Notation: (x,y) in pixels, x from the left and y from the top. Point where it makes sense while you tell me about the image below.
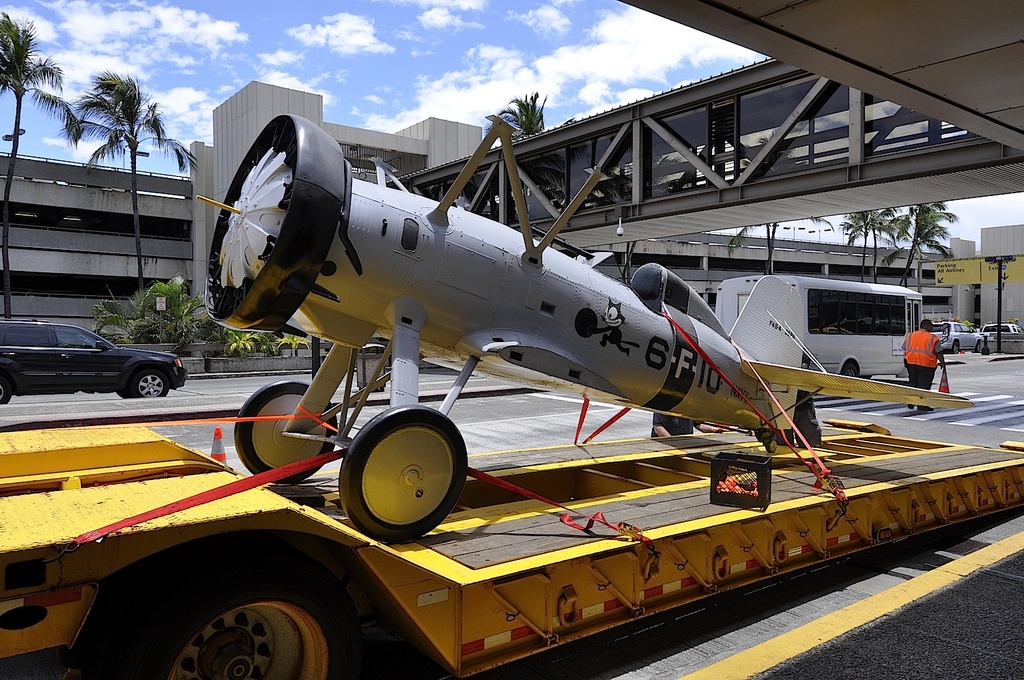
In this image I can see a vehicle (421,269) which is in white color. Background (928,329) I can see a person (909,353) walking wearing orange color coat (924,342), I can also see few vehicles (17,329) on the road (212,389), trees (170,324) and plants (180,314) in green color, a bridge (541,179) and sky (450,43) is in blue and white color.
